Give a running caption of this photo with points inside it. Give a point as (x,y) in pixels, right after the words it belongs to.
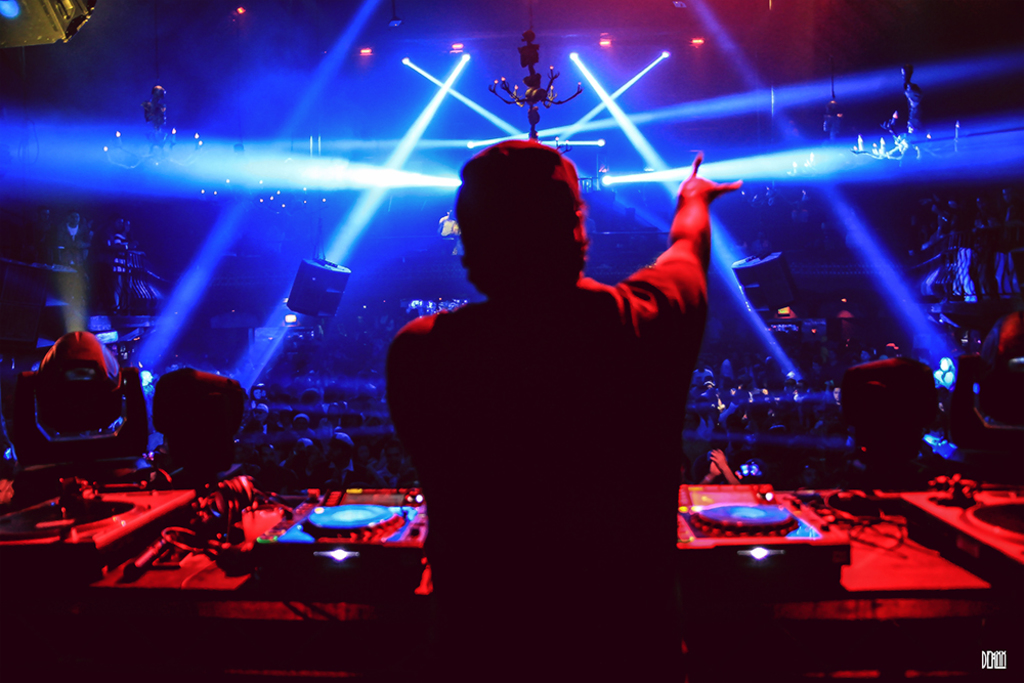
In this image, we can see a person (487,377) in front of the musical equipment (363,519). There are some persons (354,429) in the middle of the image (342,416). There are lights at the top of the image (734,163).
